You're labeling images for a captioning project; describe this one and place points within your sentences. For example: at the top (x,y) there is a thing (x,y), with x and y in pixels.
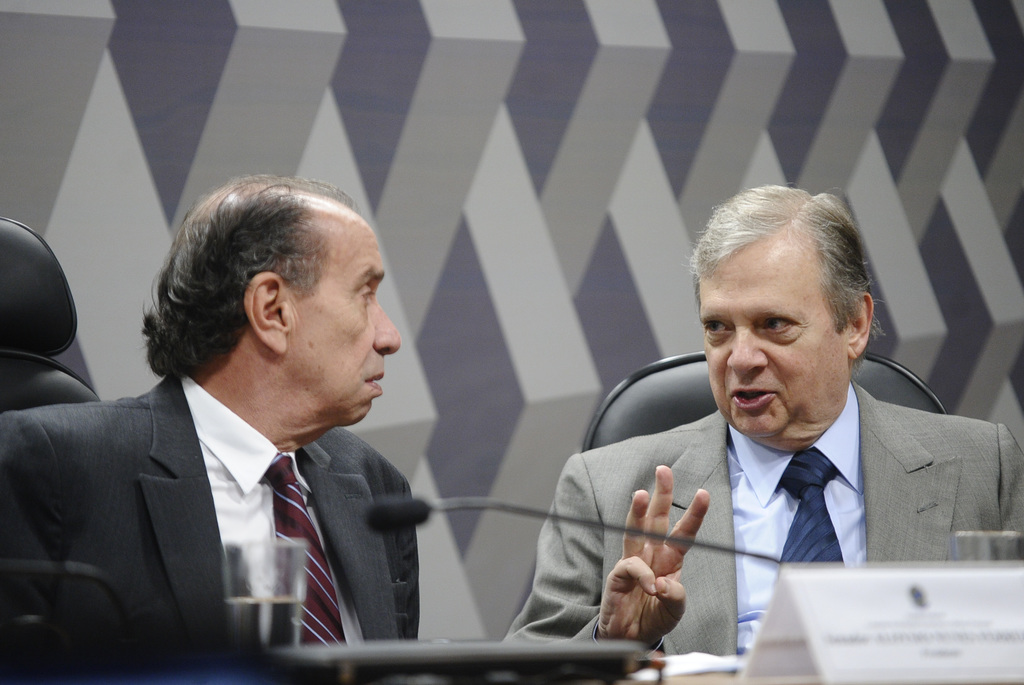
In this image we can see two persons (795,414) sitting on chairs (3,398). In front of them there is a mic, name board (836,607), glasses (293,599) and some other things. In the back (619,206) there is a wall (512,218).
